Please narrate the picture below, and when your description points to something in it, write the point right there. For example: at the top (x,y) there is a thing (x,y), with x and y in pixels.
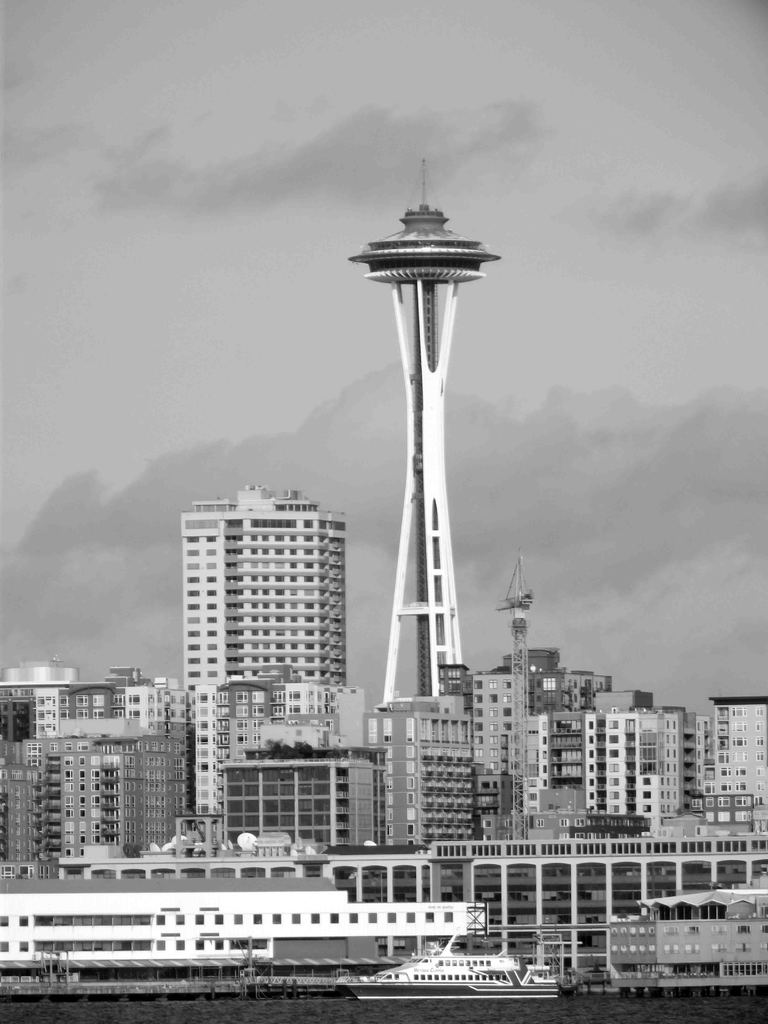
This is a black and white image. In this image we can see there are buildings (390,744) and a tower (398,618). At the bottom of the image (363,976) there is a ship (419,988) on the river (483,1005). In the background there is a sky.
